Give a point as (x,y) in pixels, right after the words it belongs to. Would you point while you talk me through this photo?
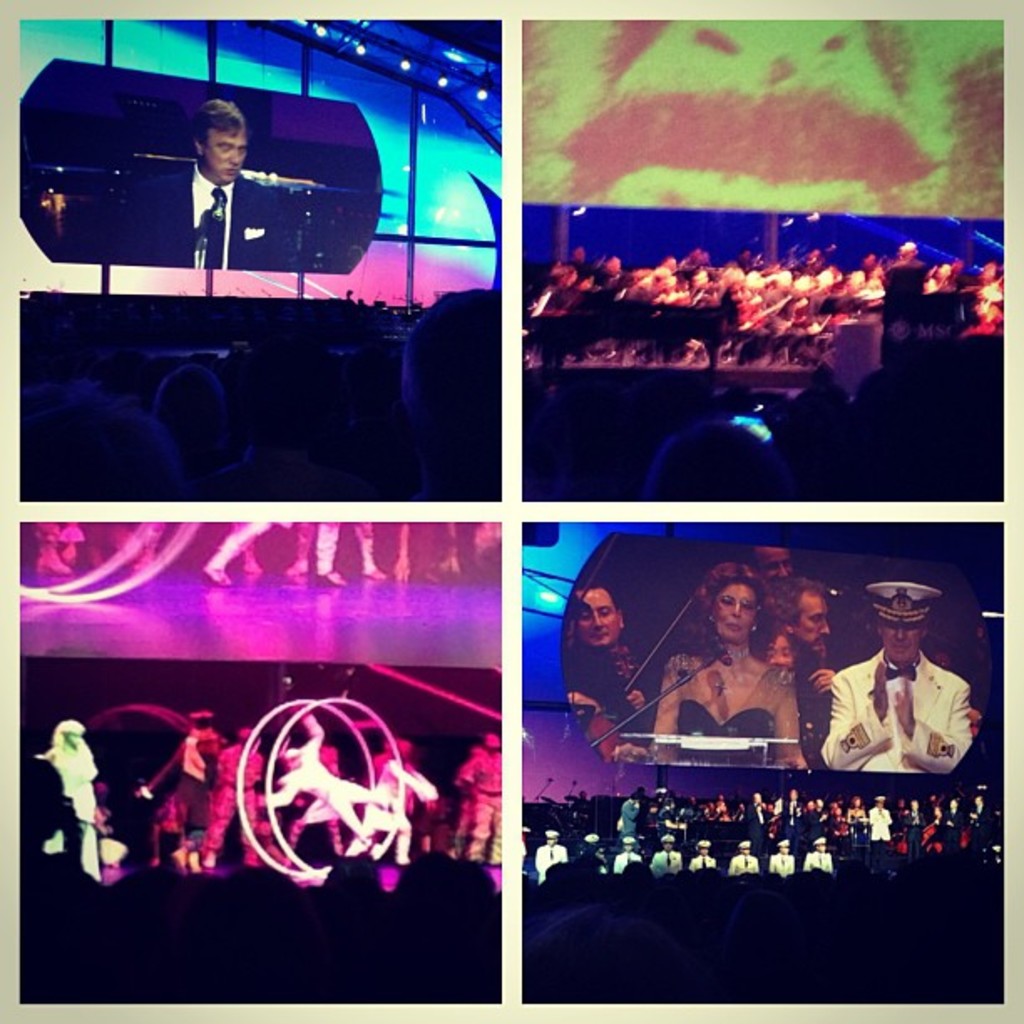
This is a collage picture. Here we can see a screen (366,171) and a person (242,160) talking on the mike (220,194). There are few persons (931,289) on the stage (738,357). Here we can see crowd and few persons (783,607) on the screen (759,697).
